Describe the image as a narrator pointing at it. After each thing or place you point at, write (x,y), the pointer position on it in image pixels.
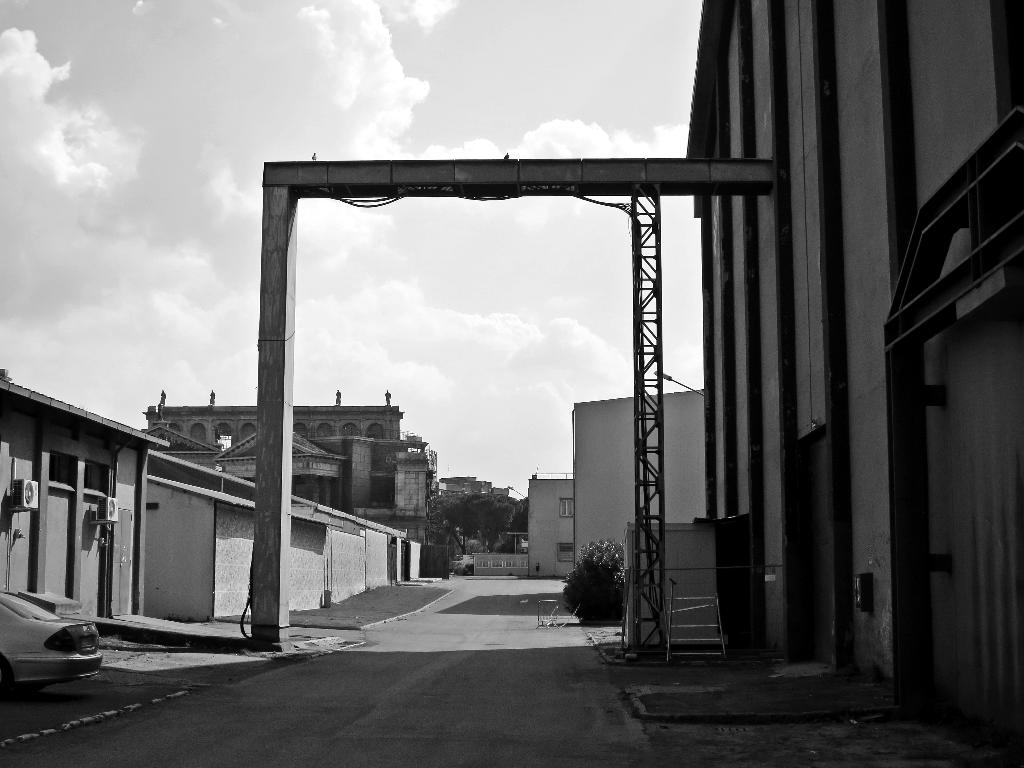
In this image, we can see a road (474,624) in between buildings (574,459). There is an arch (493,196) in the middle of the image (651,443). In the background of the image (404,367), there is a sky (250,318).
